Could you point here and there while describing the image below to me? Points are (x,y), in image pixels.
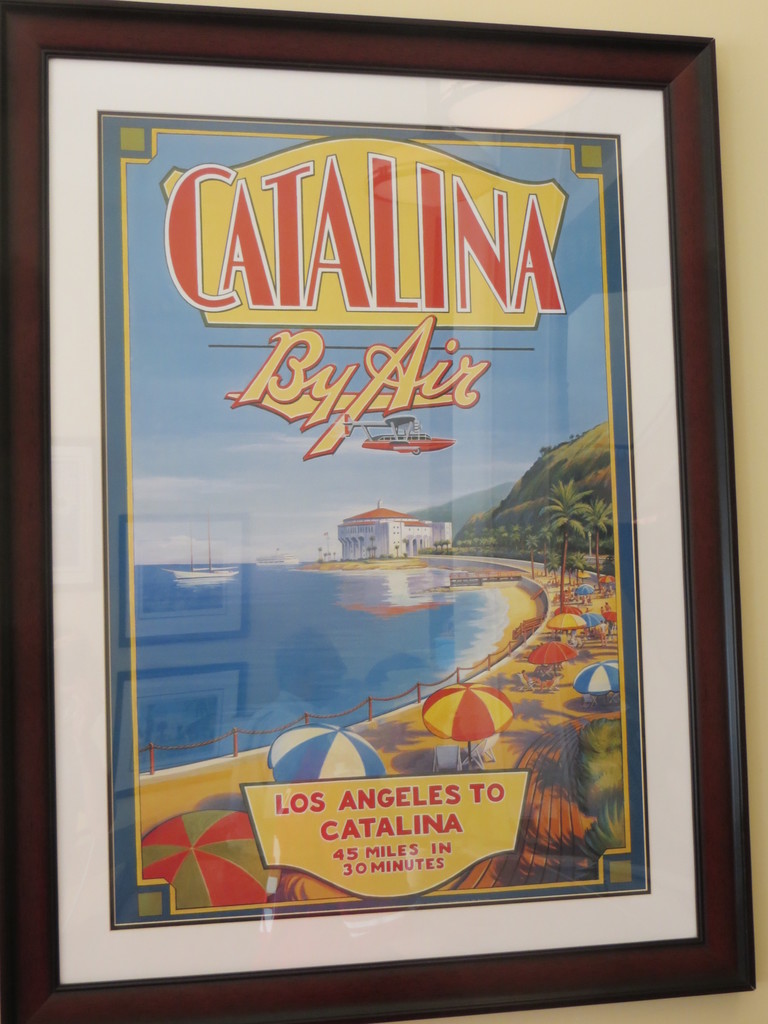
In this picture I can see a frame (387,706) of a poster (291,787) placed to the wall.
